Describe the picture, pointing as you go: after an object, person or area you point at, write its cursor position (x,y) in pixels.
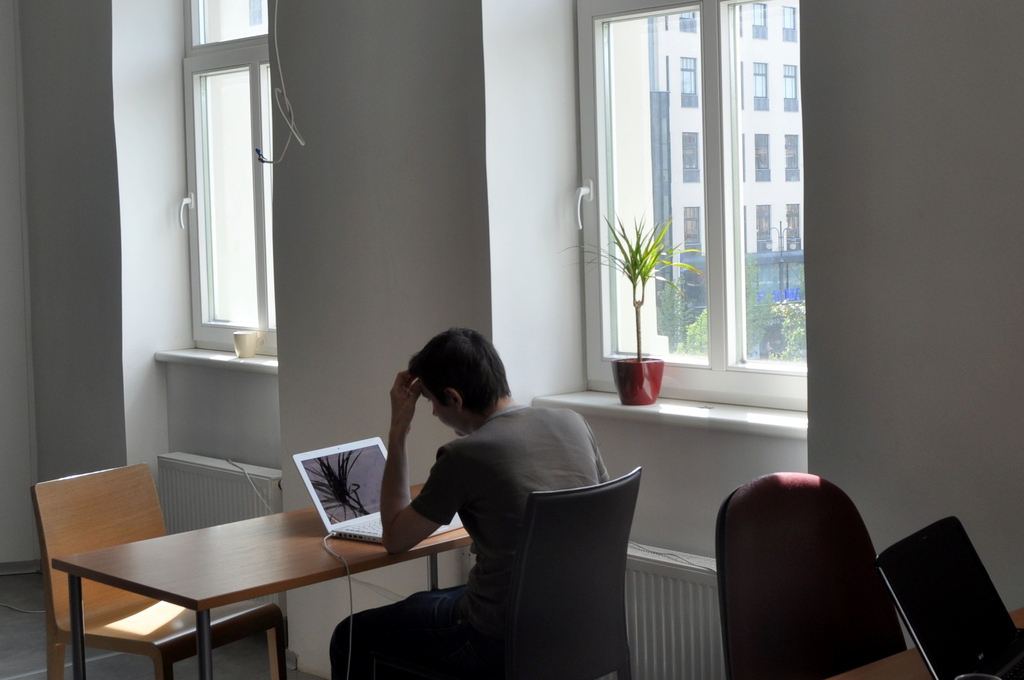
A man (469,431) is sitting at the table (253,587) with laptop (377,534) on top of it. To the right side of him we observe a glass window (678,244) and a small flower pot (640,346).
